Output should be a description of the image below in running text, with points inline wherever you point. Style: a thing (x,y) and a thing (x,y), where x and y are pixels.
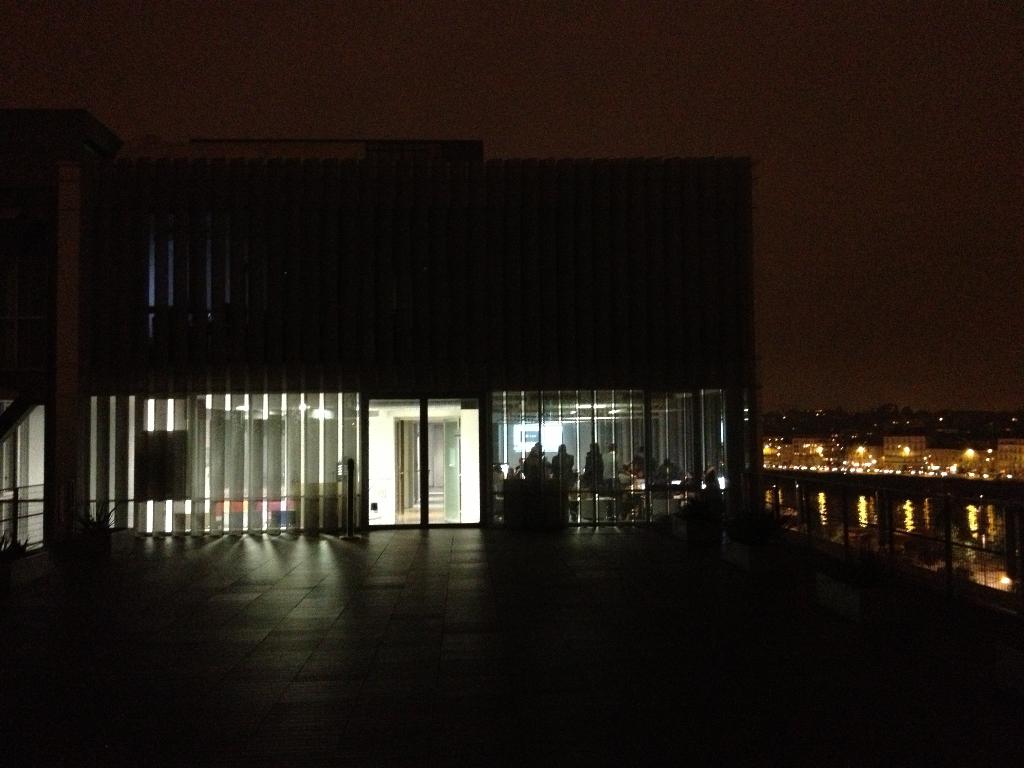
As we can see in the image there are buildings (938,463), door (432,502), few people (539,475) sitting over here and on the top (667,81) there is a sky (549,66).
